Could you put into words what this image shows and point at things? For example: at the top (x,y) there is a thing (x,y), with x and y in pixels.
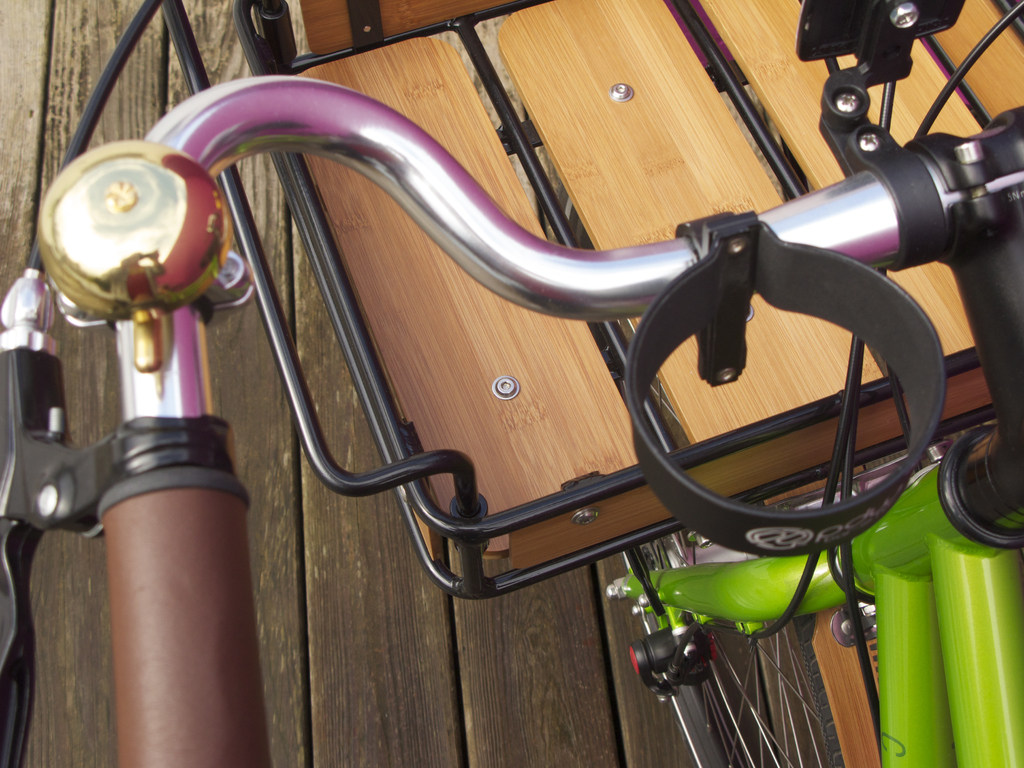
In this image I can see the bicycle (804,641) and there is a basket (929,48) in-front of the bicycle (741,352). The bicycle (723,339) is on the wooden surface (346,648).
